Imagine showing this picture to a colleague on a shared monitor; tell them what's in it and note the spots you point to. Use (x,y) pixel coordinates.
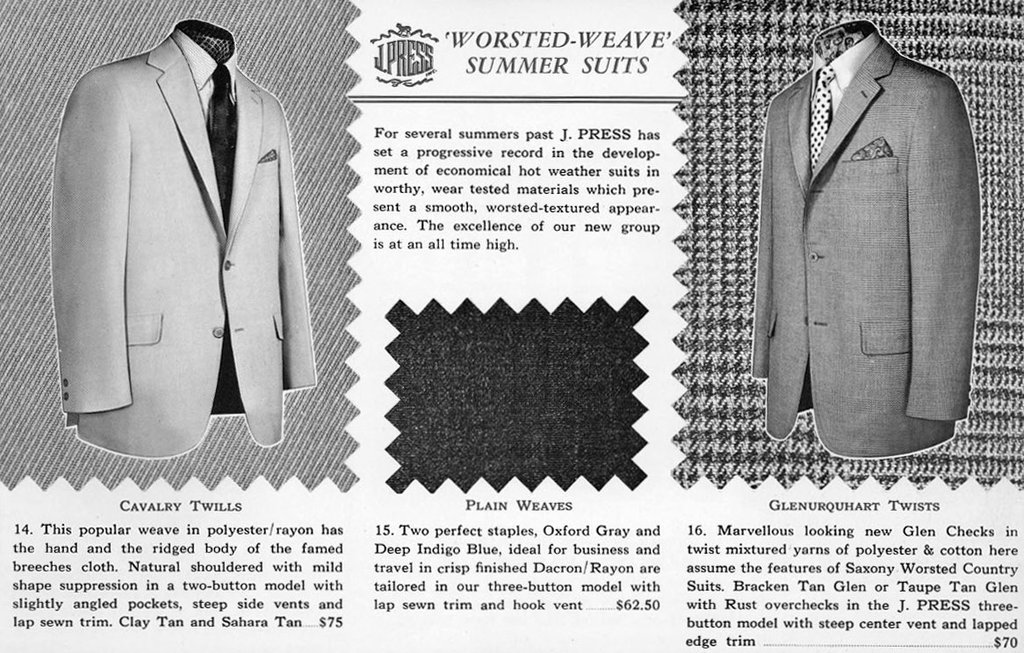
This picture describes about paper (520,441), in this paper (361,508) we can see pictures (171,413) of suits (172,395).
